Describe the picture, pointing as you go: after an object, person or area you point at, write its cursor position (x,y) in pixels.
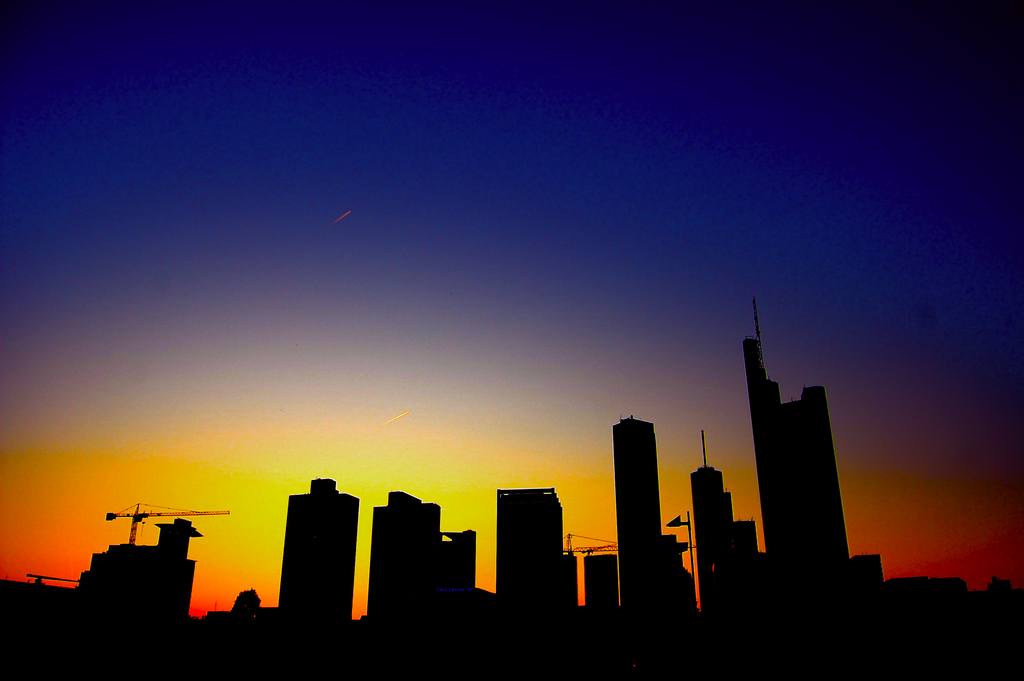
In this image, I can see the buildings (655,593). This is a tower crane (134,513). I can see the sky (579,255).
